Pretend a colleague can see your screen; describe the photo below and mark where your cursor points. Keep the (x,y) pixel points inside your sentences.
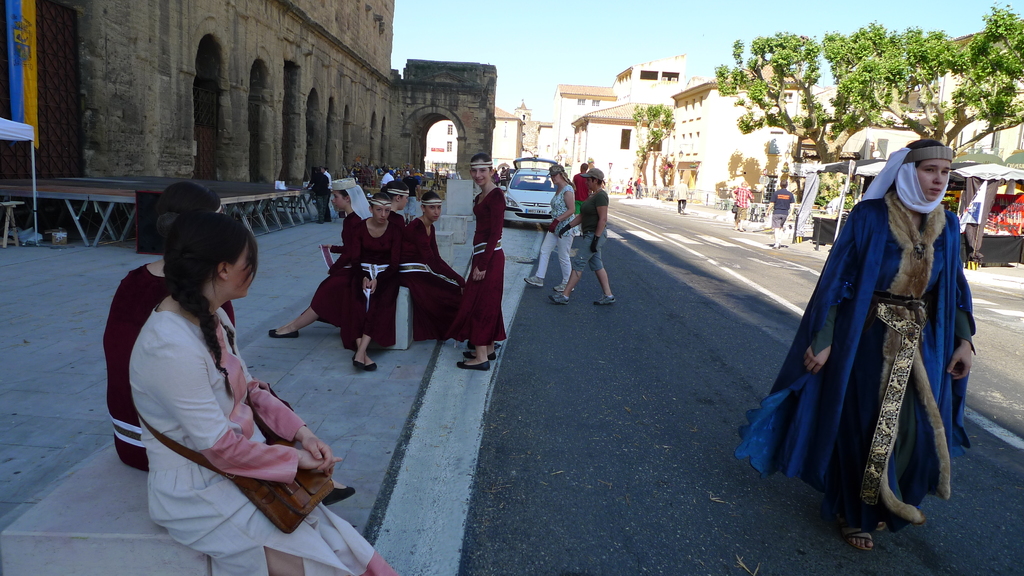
This is an outside view. On the right side (698,499) there is a road (670,355) on which I can see few people (860,430) are walking. In the background (545,190) there is a car (534,201). Beside the road (576,446) there are few women (249,232) sitting. In the background (569,138), I can see the buildings (627,141) and trees (859,98). On the top of the image (634,28) I can see the sky (421,59).
